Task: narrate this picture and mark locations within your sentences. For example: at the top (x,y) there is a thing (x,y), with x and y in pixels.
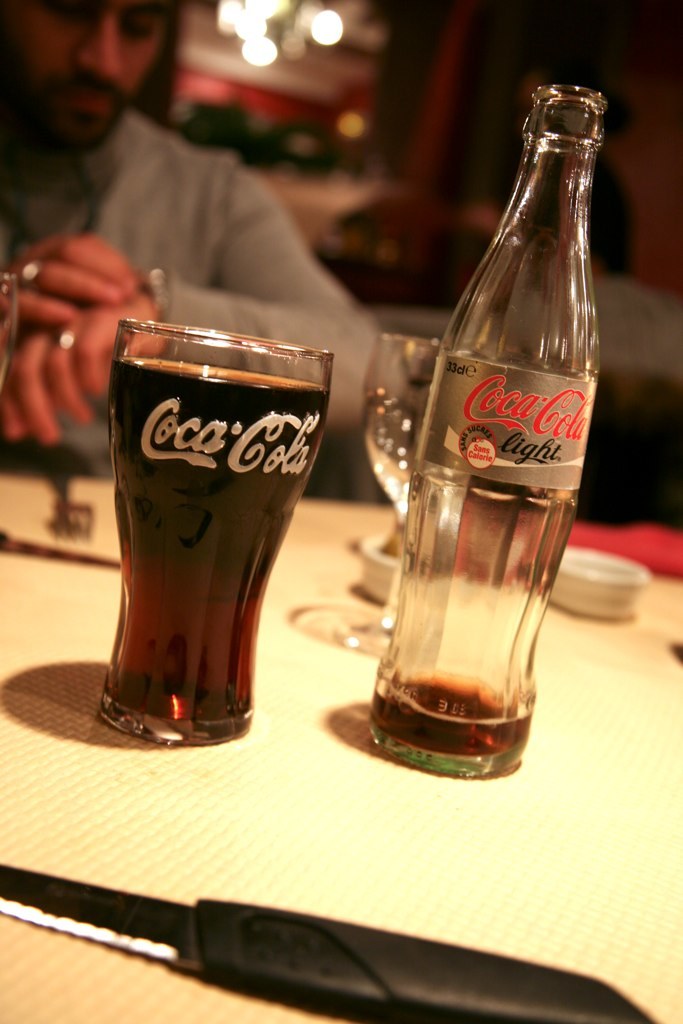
In this image it seems like there is a glass bottle (535,455) and cool drink (214,489) on the table (454,893). On the table (462,868) there is knife (568,1021), glass (384,430), bowl (613,590), fork (62,514), cloth (637,542) on it. At the background (240,271) there is a person (58,160) who is looking at the watch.
